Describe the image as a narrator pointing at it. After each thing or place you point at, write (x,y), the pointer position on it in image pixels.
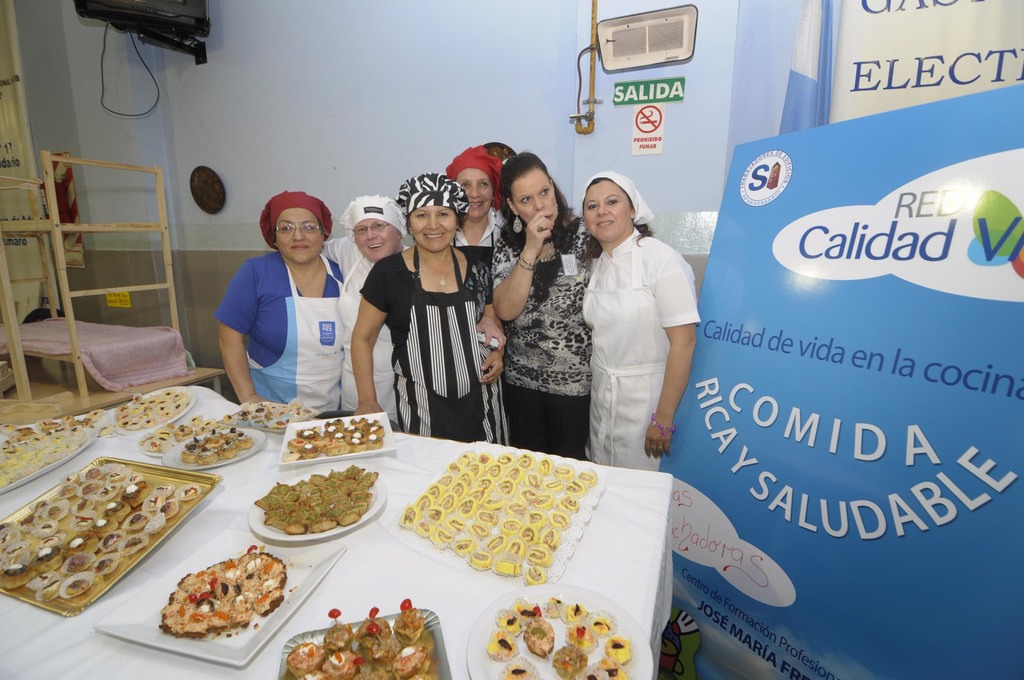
Here women (496,312) are standing, there are food item (341,636) in the plate (241,659), this is wall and a poster (848,406).
